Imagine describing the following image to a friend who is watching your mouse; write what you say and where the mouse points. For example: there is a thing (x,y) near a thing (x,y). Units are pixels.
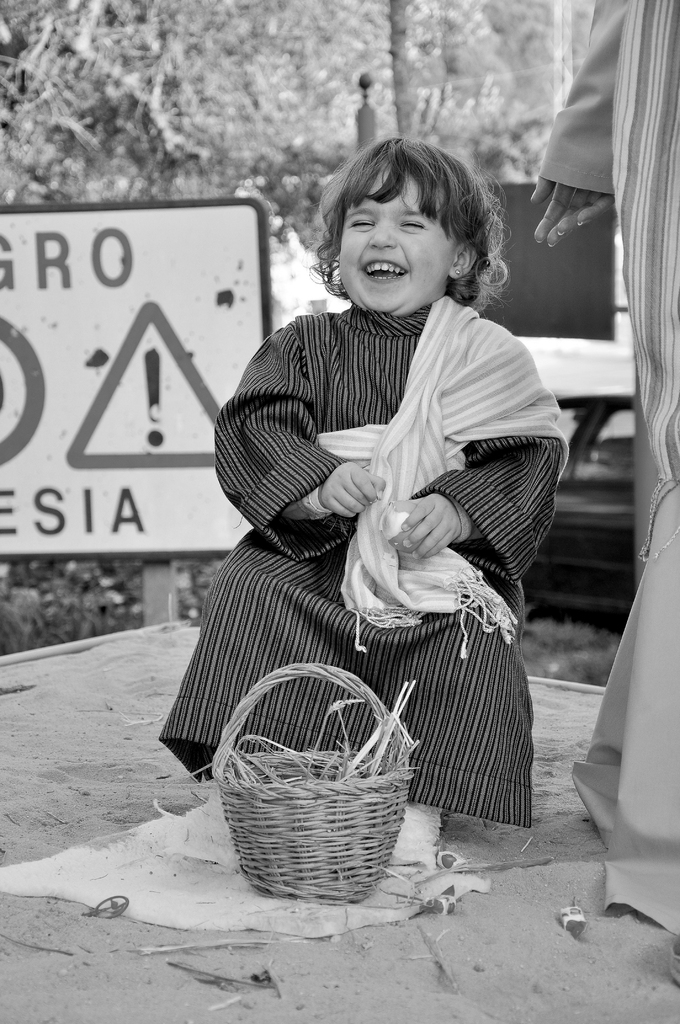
In the middle of this image (332,351), there is a child (339,328) smiling and sitting. In front of this child (394,675), there is a basket (292,861) arranged on a cloth (113,868). On the right side (659,771), there is a person (676,77). On the left side (121,519), there is a signboard (149,404) attached to a pole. In the background (128,185), there are trees (410,125) and other objects (501,200).
